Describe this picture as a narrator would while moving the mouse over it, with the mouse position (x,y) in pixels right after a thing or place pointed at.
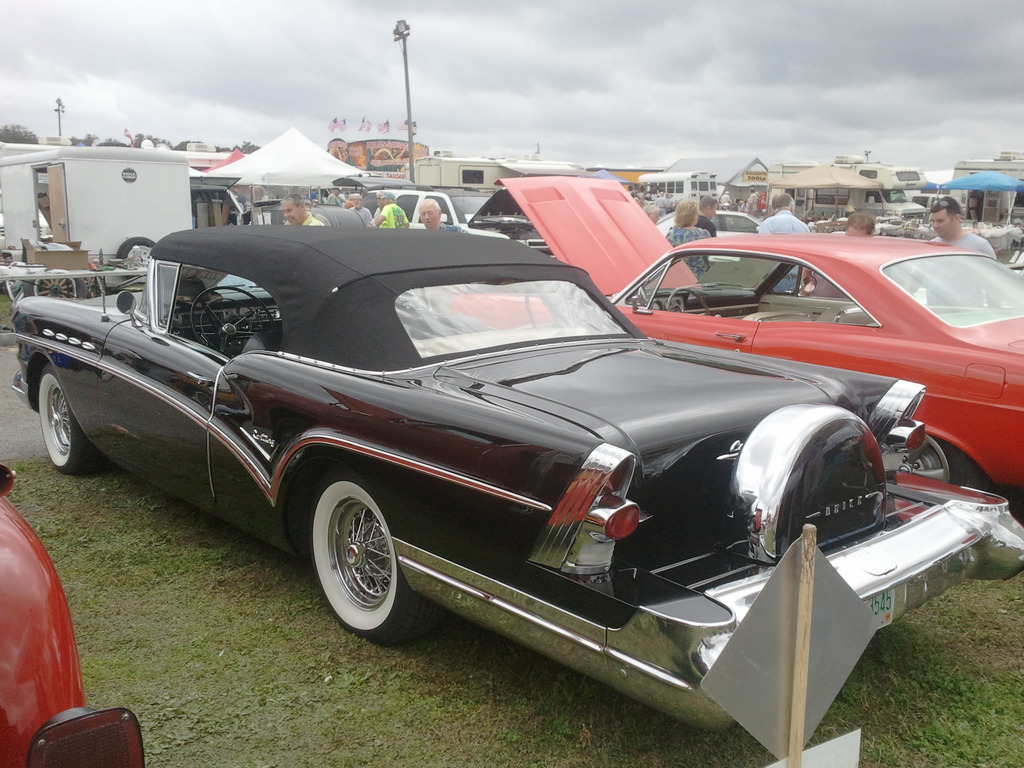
In this image there are so many cars (678,283) parked on the surface (6,317) of the grass (2,301), in between them there are a few people (434,211) standing and in the background (1000,182) there are camps (317,174), poles (56,102), buildings (383,140), trees (251,149) and the sky (629,93).
